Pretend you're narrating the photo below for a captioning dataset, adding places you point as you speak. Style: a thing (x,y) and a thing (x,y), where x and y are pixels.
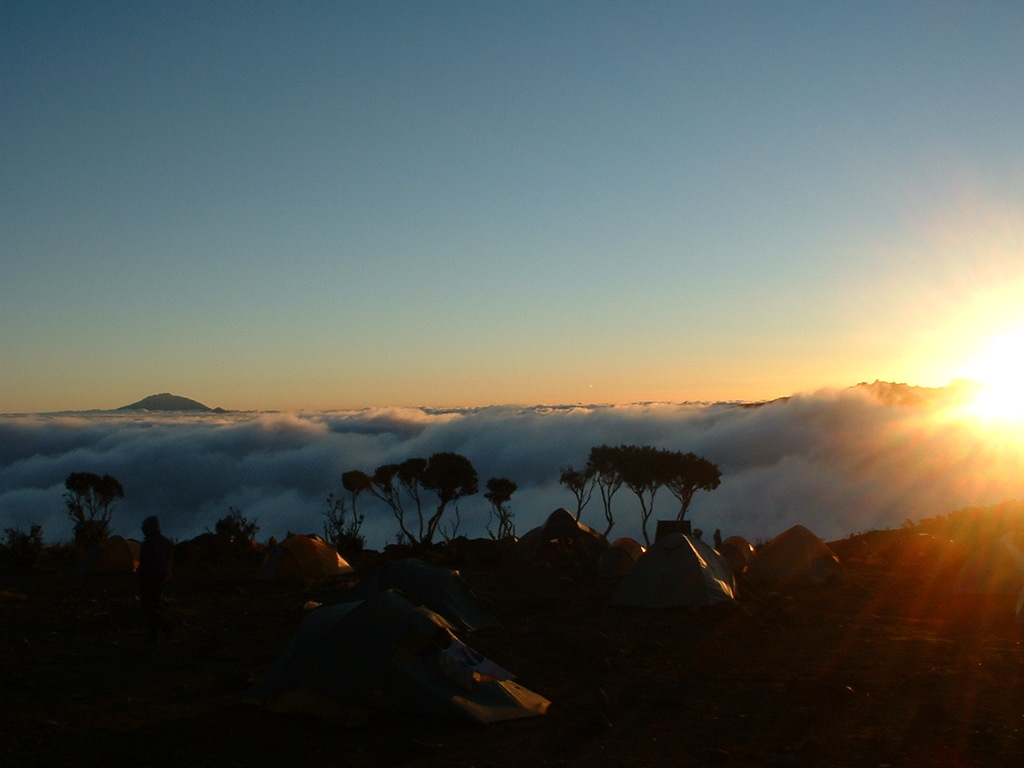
In the picture there are many tents (322,559) present on the ground (60,596), there may be people (147,536) present on the ground (21,602), beside there are trees (624,479), there are clouds (724,480) present, there is a clear sky (401,226).
